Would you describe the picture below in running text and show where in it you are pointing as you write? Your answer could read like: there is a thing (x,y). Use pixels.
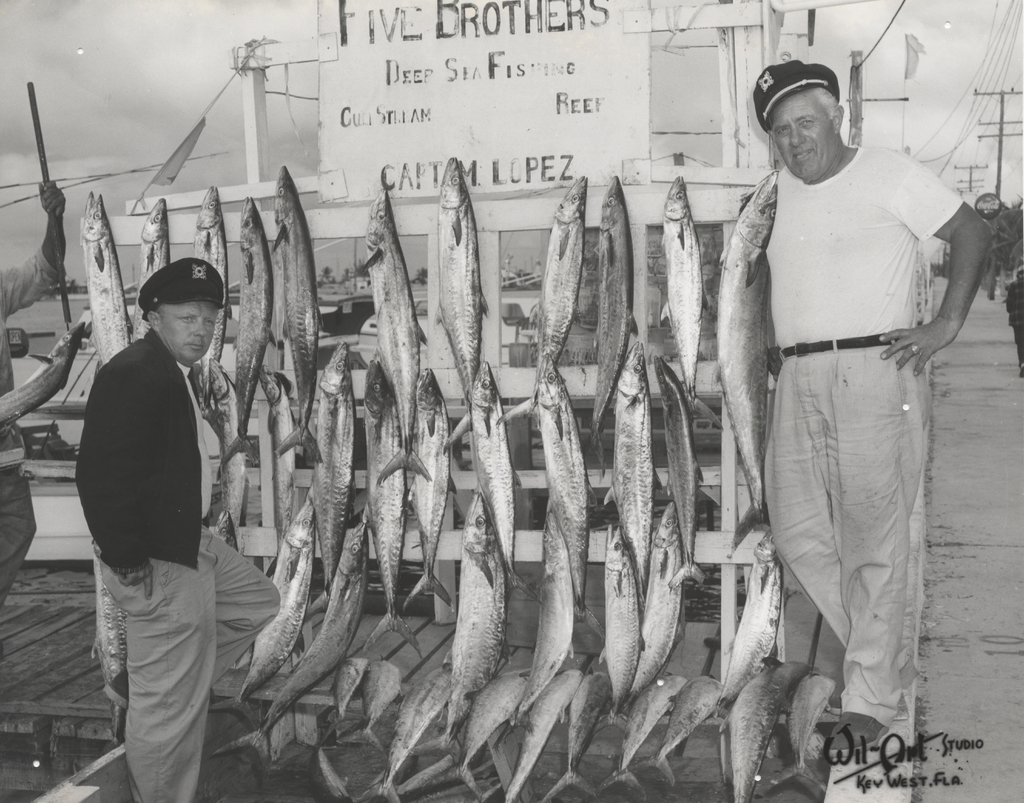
It is a black and white image, there are two men (856,643) standing and posing for the photo and in between these two people (159,296) there are lot of fishes (478,502) hanged to a wooden background (192,242).
